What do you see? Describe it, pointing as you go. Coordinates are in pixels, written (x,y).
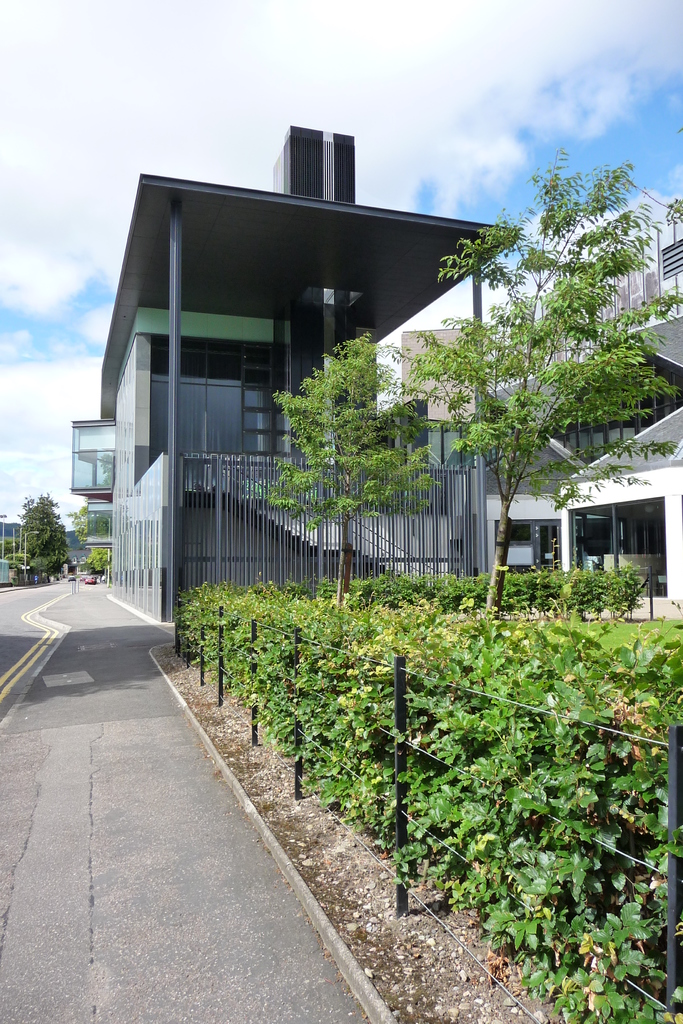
In this picture I can see plants (579,917), trees (523,325), fence (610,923), buildings (191,544), road (209,1010), and in the background (263,93) there is sky (263,93).
